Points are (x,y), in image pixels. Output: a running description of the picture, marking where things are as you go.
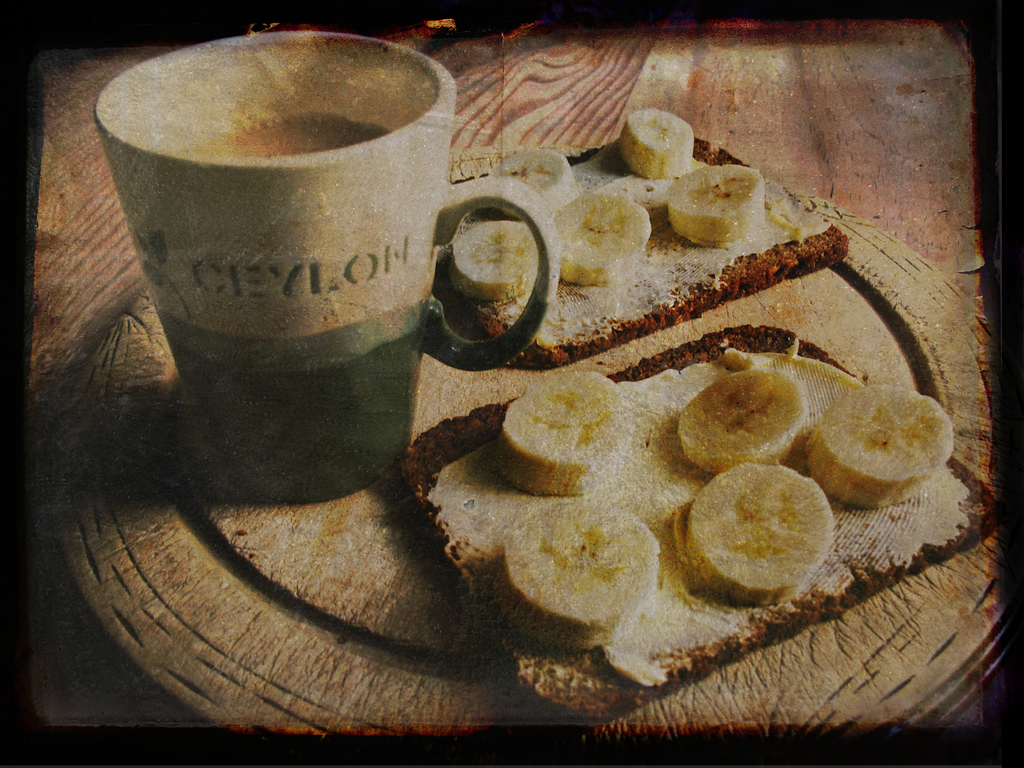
This is an edited image. In this image I can see a wooden tray (259,555) which consists of a tea mug (310,204), bread (851,588) and banana slices (719,414).
